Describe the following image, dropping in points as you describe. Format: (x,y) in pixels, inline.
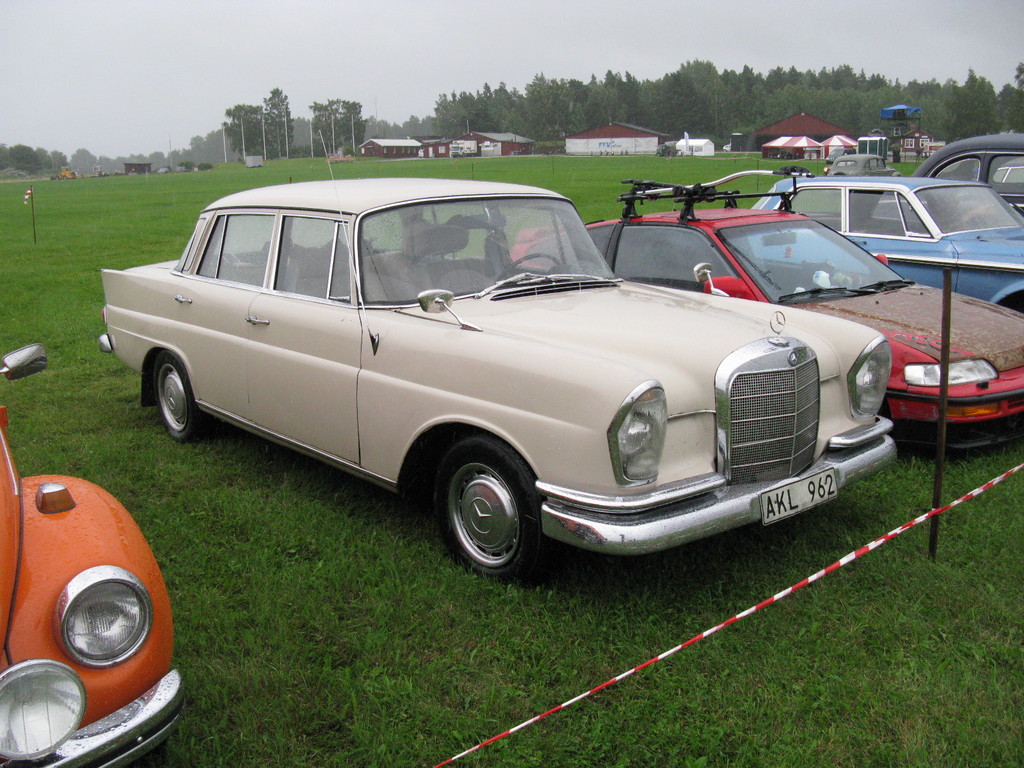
In this picture there is a car (562,278) which is parked near to the red car (953,420). On the bottom left corner (116,672) we can see orange car (66,517). At the bottom (381,617) we can see the green grass (678,737). In the background (627,138) we can see poles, shed (640,139), umbrella (816,155), tents (799,157), buildings (804,131), flags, trees (186,163) and other objects (847,154). At the top (664,30) we can see sky (543,16) and clouds (565,16).
